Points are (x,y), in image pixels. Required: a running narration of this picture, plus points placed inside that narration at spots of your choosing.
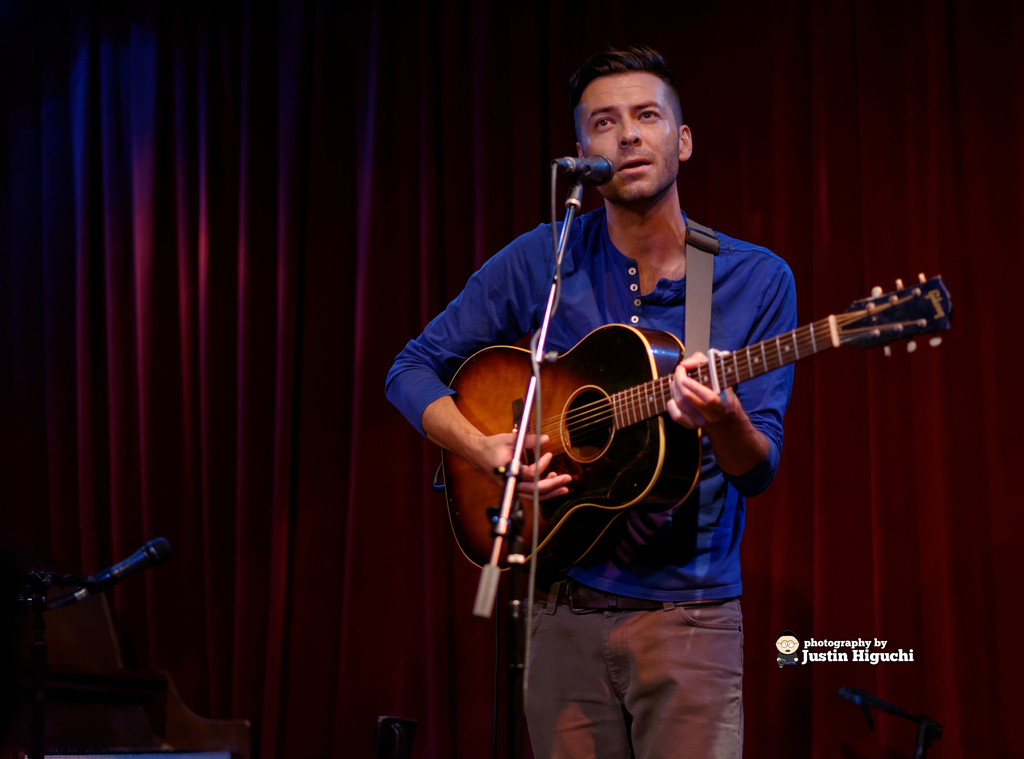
In this picture there is a boy (634,50) at the center of the image (434,407) who is holding the guitar (690,480) in his hands (545,477) and there is a mic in front of him, there is a red color curtain (952,169) behind the man (610,62) in the image, it seems to be he is singing.
